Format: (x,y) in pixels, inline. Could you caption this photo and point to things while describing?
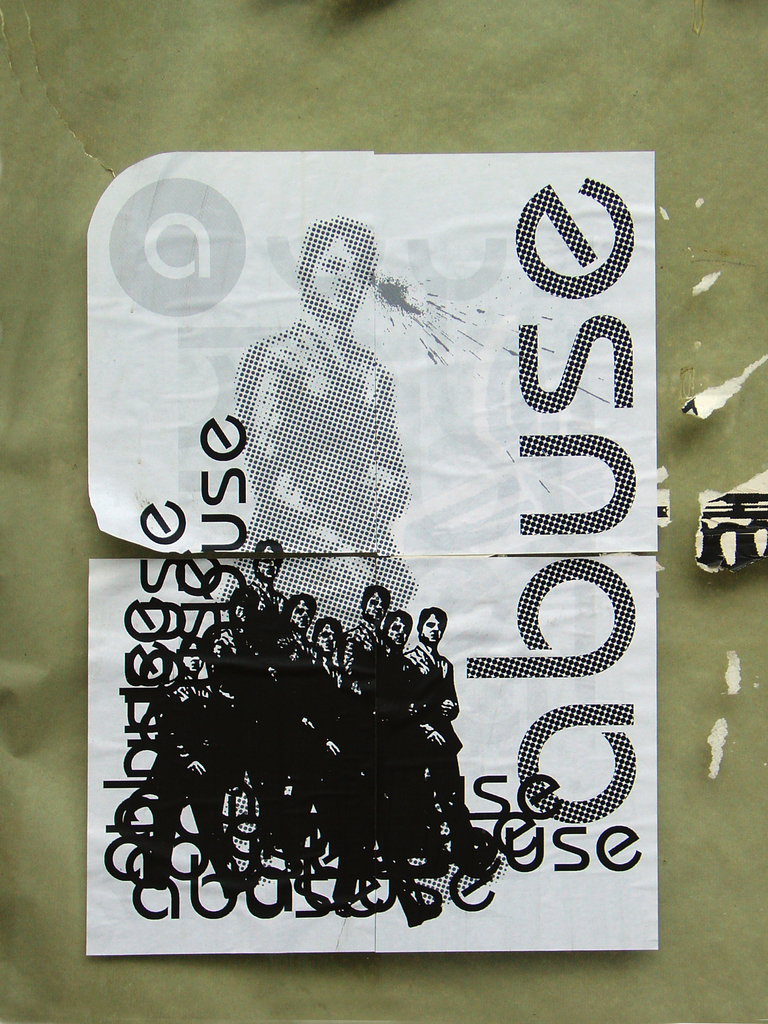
In this image we can see a poster (399,337) on which we can see pictures (333,579) of a person (324,589) and some text (616,334) on it.
